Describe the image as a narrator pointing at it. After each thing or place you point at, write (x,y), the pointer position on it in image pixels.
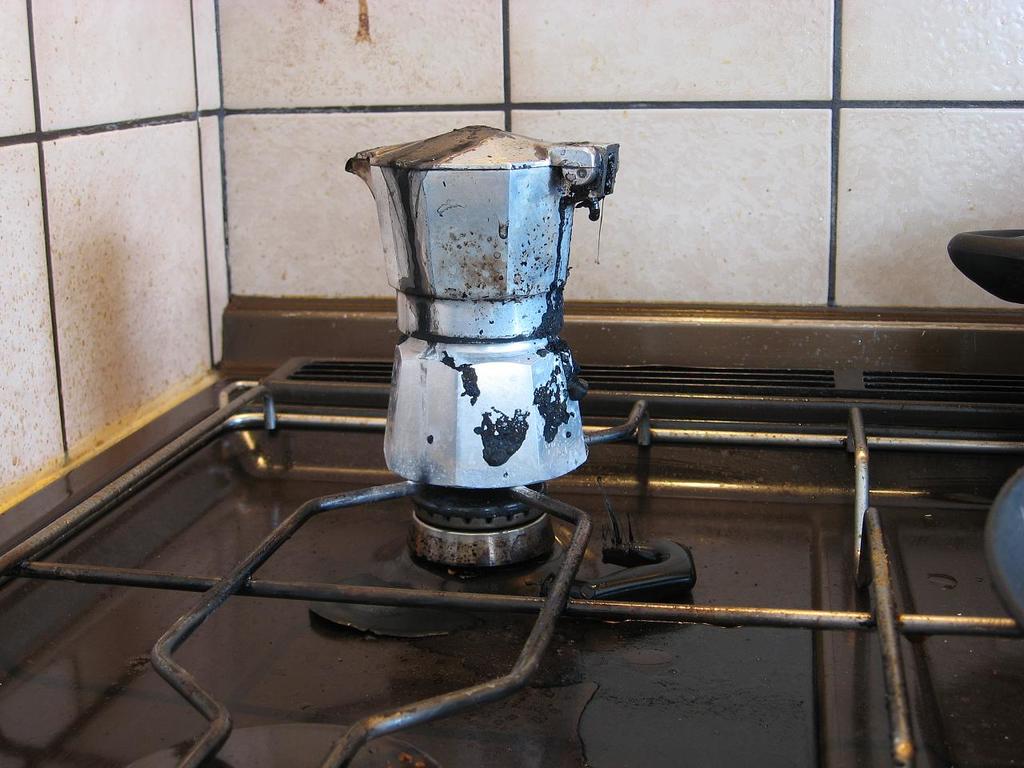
In this picture we can observe a vessel (446,423) on the stove (470,544). We can observe some iron rods (210,579) here. In the background (868,103) there are tiles (172,128).
